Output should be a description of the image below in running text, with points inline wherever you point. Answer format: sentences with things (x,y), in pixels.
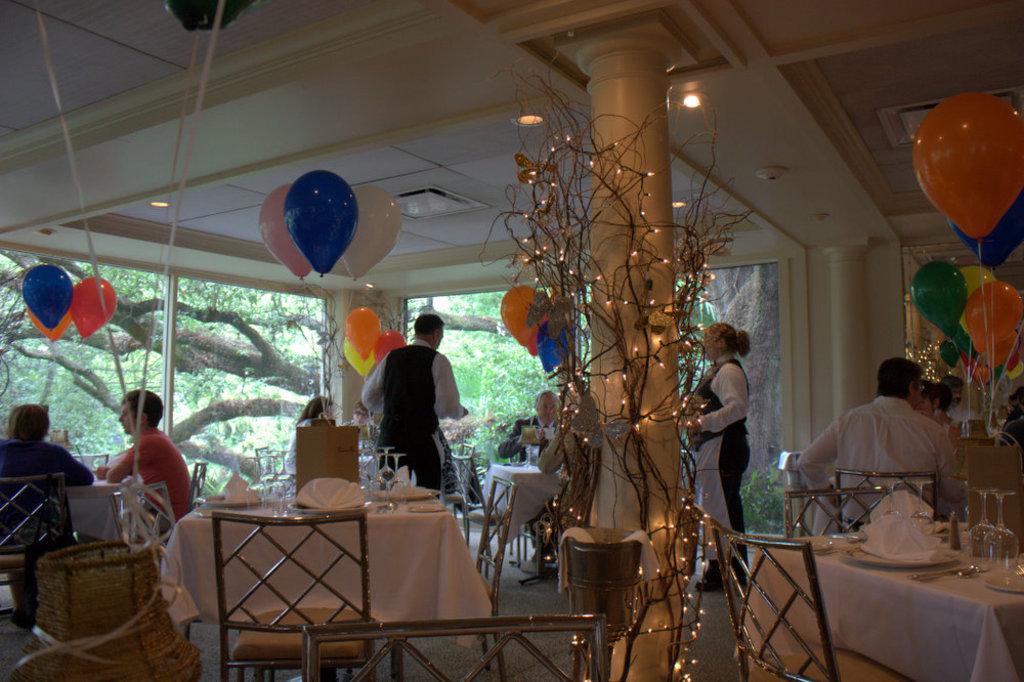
This is a picture taken in a restaurant (734,466), there are a group of people (813,457) sitting on chairs (930,472) and two persons (436,396) are standing on floor (726,658) in front of these people (799,460) there is a table (892,610) which is covered with white cloth (924,603) on the table (939,610) there are glasses (976,535), plate (948,563) spoon (959,570), tissues (332,481) and a box (312,462) and also balloons (310,250). Behind the people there is a glass window (451,331) and a pole (648,146) with decorated and lights (531,124) on the ceiling (393,152).
